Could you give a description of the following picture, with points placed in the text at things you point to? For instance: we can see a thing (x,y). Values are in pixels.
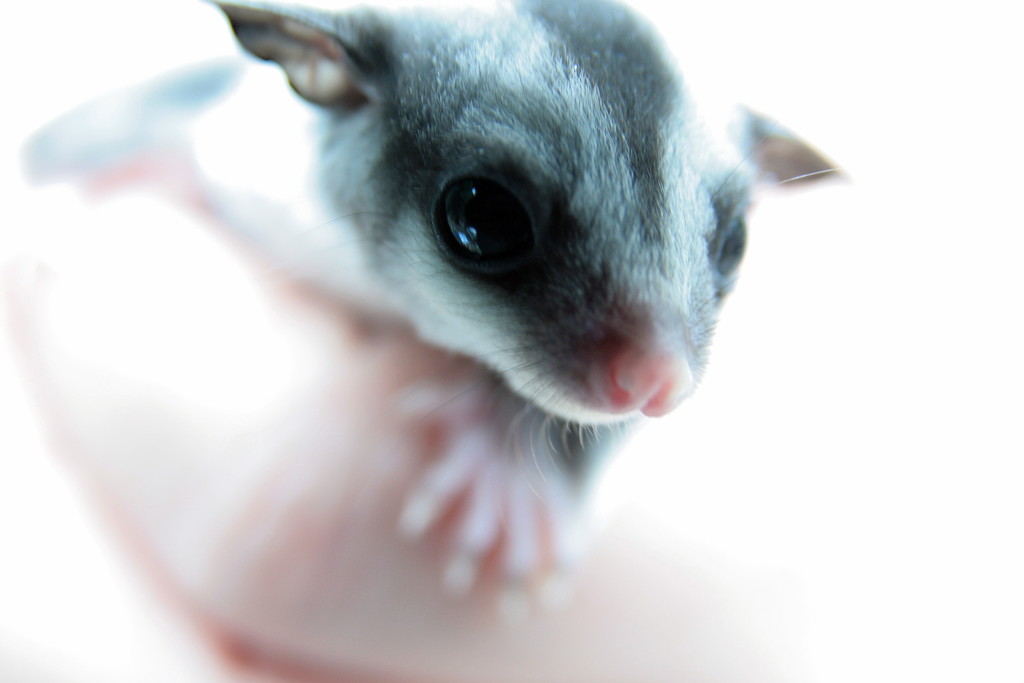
In the center of the image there is a animal (781,167).
